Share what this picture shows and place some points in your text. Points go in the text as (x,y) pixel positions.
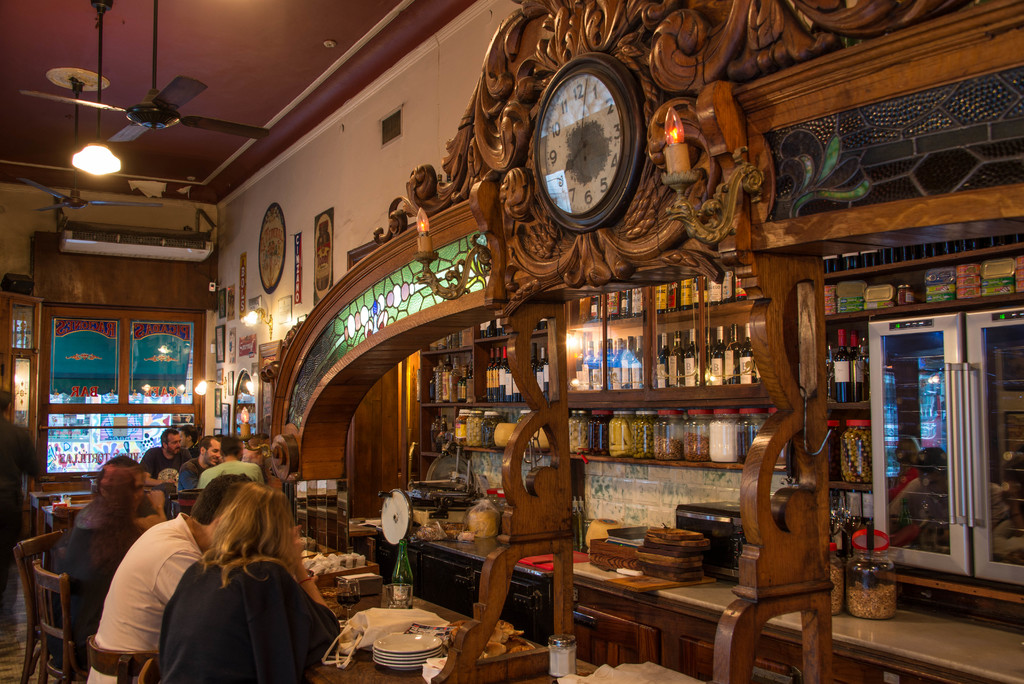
this picture shows a group of people (159,499) seated on the chair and we see few bottles (597,359) And jars (648,414) on the shelf (739,468) and we see few plates (419,661) on the countertop (375,607).
